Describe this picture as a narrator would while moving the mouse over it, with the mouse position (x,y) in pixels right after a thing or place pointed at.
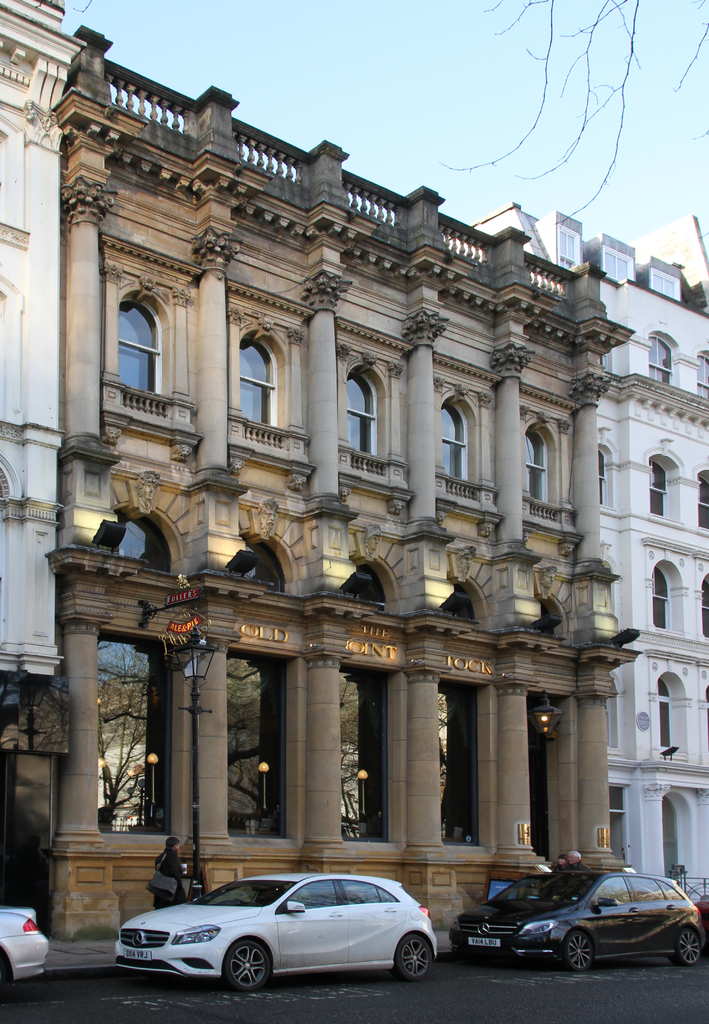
This picture I can see a building (309,660) and few cars (687,905) parked and few people (163,873) standing on the sidewalk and few tree branches (581,29) and a clear sky (381,94).
